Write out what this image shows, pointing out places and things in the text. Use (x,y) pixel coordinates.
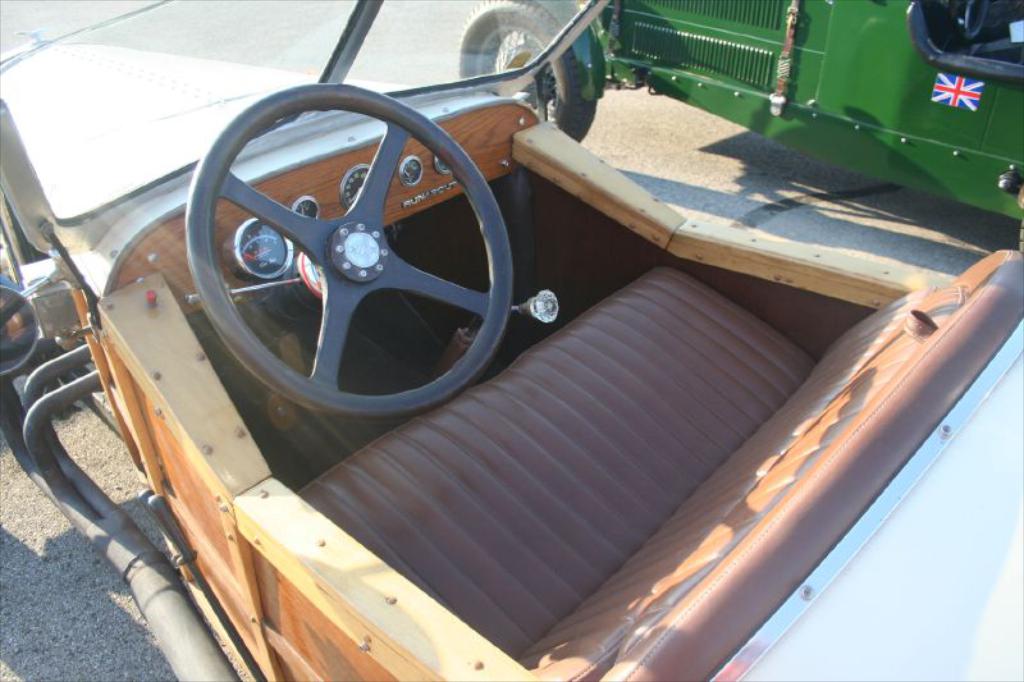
In this picture we can see inside view of the small classic car (541,507). In the front (591,447) there is a brown color seats (715,476) and black steering (208,231) with speed cluster (264,248). Beside there is a green color classic car (759,8) parked on the road (1,495).
